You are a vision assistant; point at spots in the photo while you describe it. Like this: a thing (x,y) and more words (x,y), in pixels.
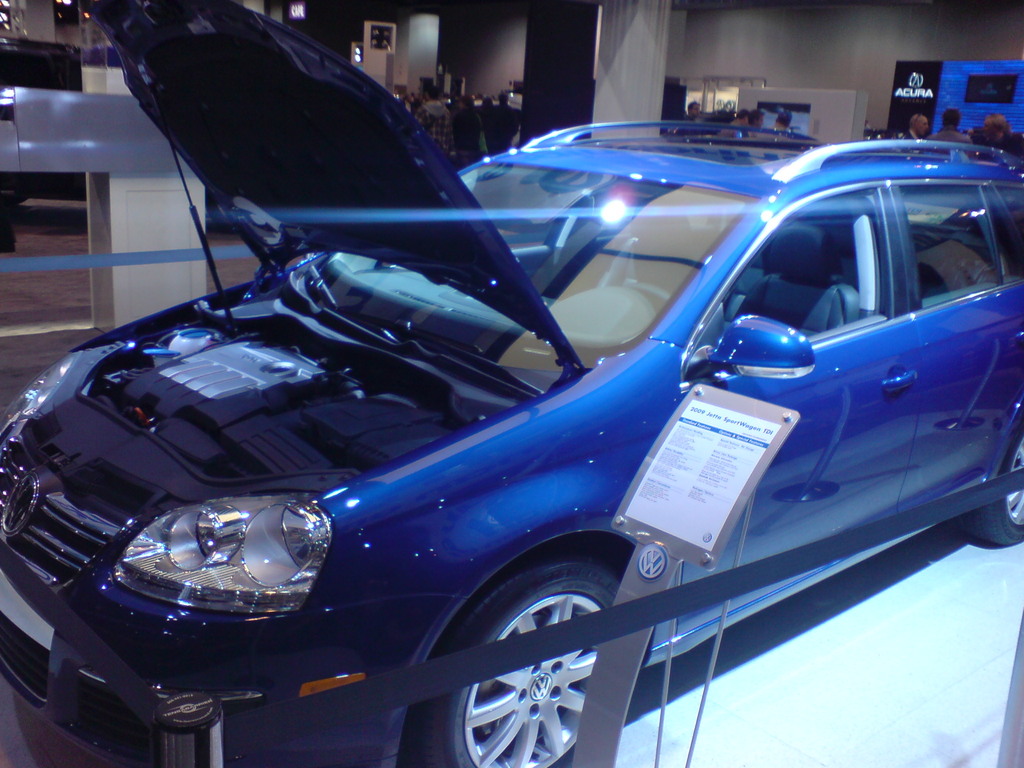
There is a blue color car (408,361). Near to that there is a board (754,427) with a pole (751,505). Also there are poles (216,704) with ropes (718,593). In the back (682,63) there are many people (785,130), pillar (647,106) and walls (807,49).
